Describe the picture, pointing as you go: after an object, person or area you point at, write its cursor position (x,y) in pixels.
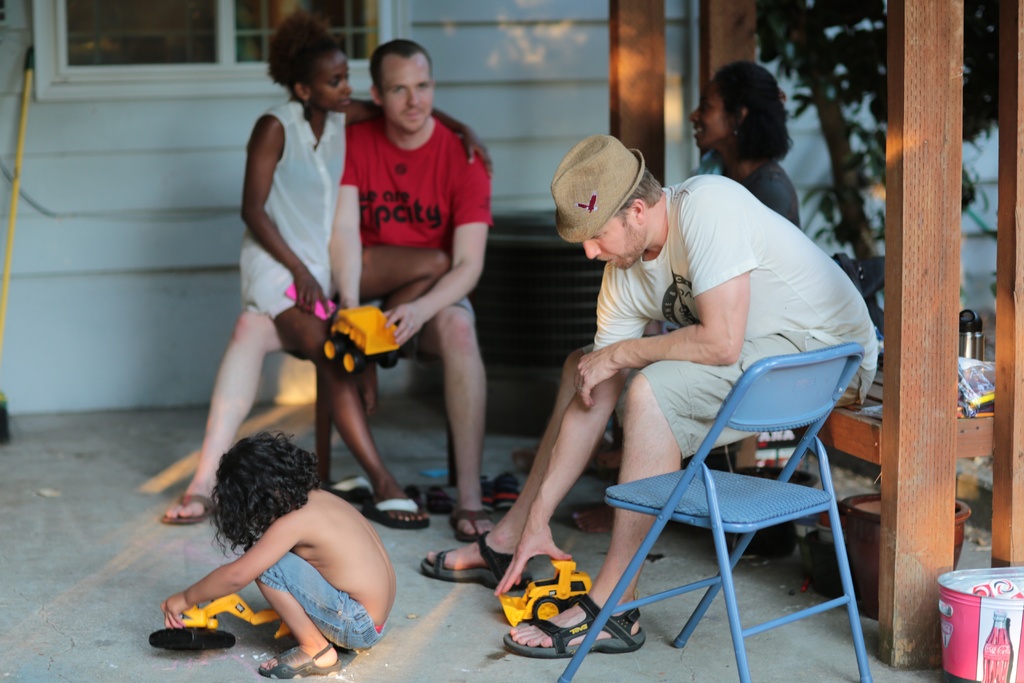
As we can see in the image, there is a tree (820,75), white color wall (488,35), window (169,27), chair (697,468) and few people (739,185) sitting over here.
